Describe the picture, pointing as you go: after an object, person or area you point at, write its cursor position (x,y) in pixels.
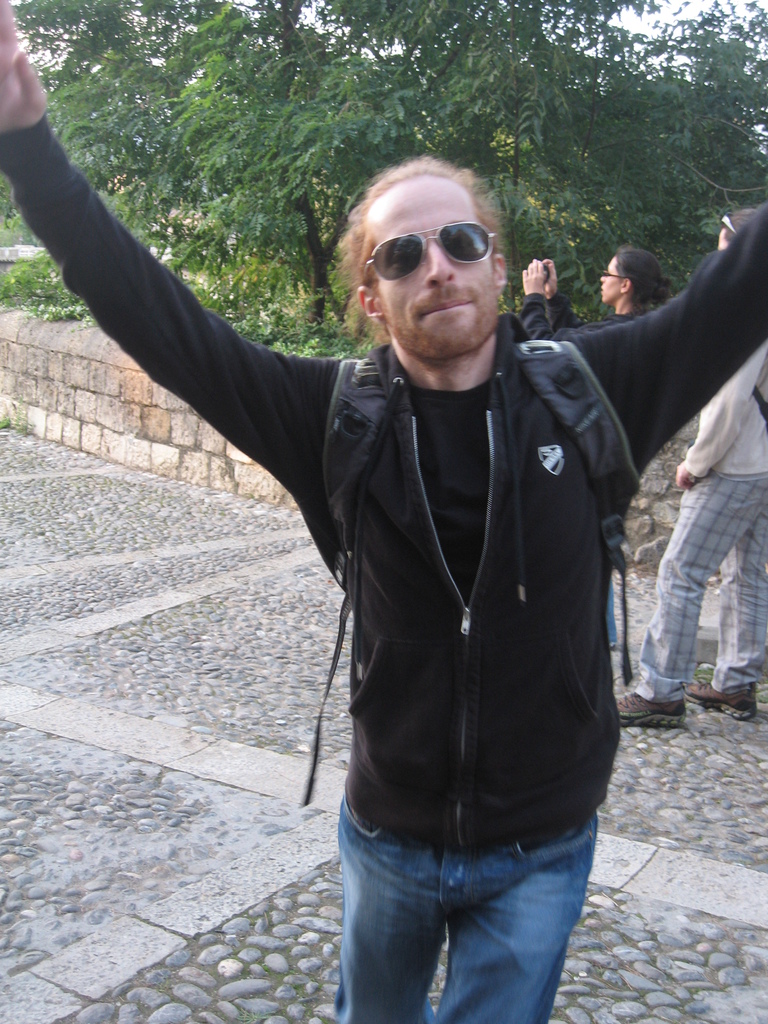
As we can see in the image there are three people (540,473) standing. There is a wall (96,454), trees (378,103) and sky (669,34). The man (516,395) standing in the front (411,538) is wearing black color jacket (488,589).
